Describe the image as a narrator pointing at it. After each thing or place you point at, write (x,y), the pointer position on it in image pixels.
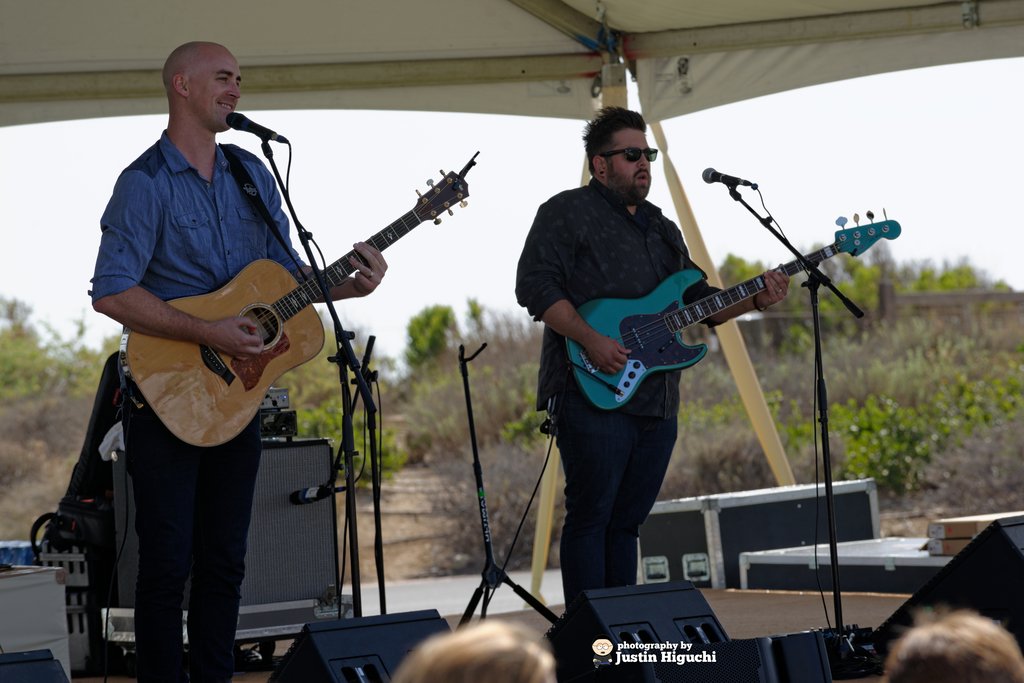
This picture is of outside. On the right (863,229) there is a man (616,236) wearing black color shirt (625,247), playing guitar (682,298) and standing under the tent (670,32). On the left (240,209) there is a man (214,87) wearing blue color shirt (222,204), smiling, playing guitar (391,234) and standing under the tent (490,68). In the foreground (695,632) there are some musical instruments (672,593) and there are microphones (269,131) attached to the stands (828,461). We can see there are two persons (958,653). In the background (948,100) there is a sky (940,123) and plants (936,325) and there is a watermark (677,657) on the image.
